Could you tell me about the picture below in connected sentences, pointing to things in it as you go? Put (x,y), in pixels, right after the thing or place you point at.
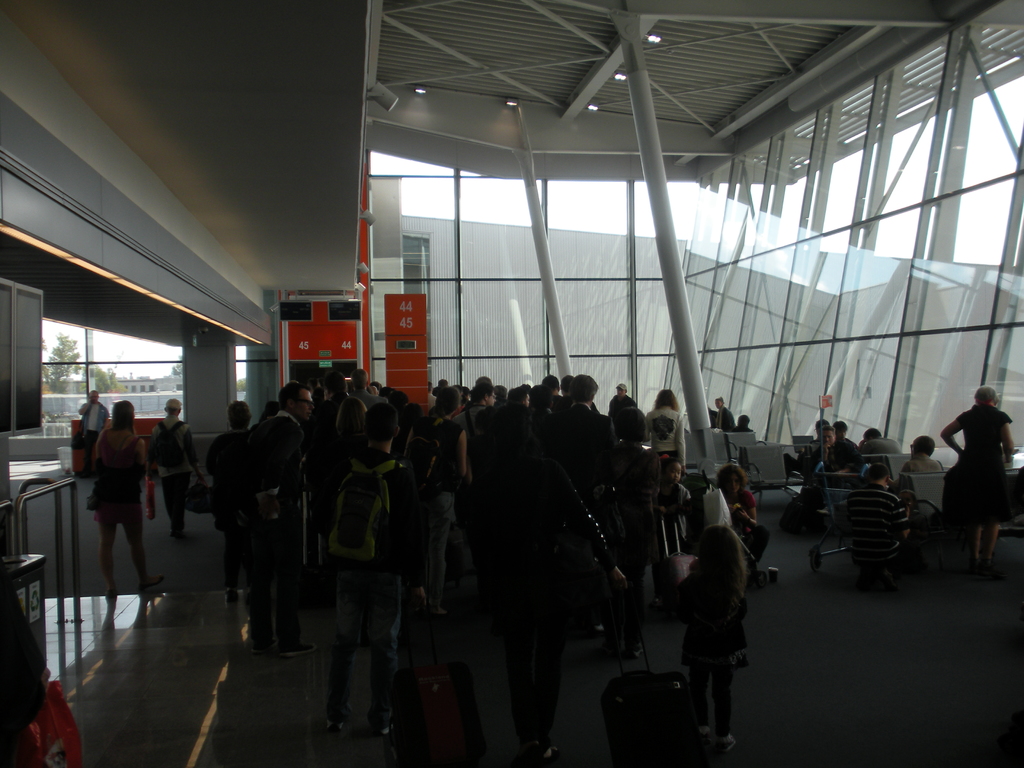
In this image, there are a few people (543,426). We can see the ground (54,640) with some objects (20,606). We can also see some chairs (688,450) and a few poles (669,259). We can also see some glass (490,219) and some objects (22,584) on the left (33,593). We can also see some red colored objects (366,245) and the roof (328,253) with some lights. We can also see the sky (908,184).
